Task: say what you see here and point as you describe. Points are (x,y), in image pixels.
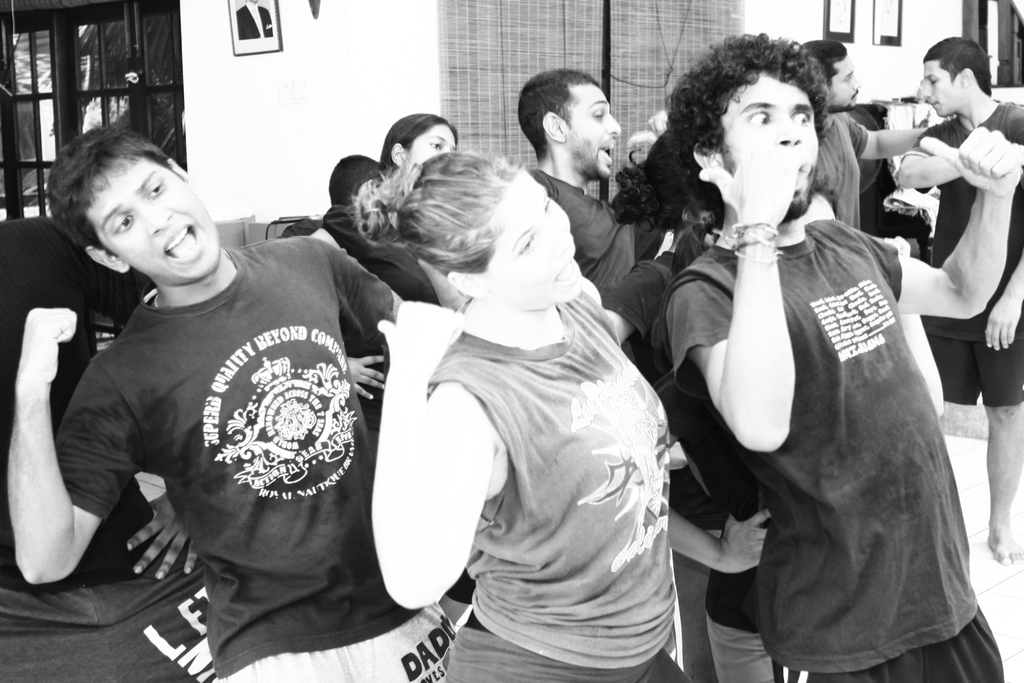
This is a black and white picture, we can see a few people (549,387) standing and in the background (173,125), we can see the windows (160,125) and photo frames (253,32) on the wall (291,62).
